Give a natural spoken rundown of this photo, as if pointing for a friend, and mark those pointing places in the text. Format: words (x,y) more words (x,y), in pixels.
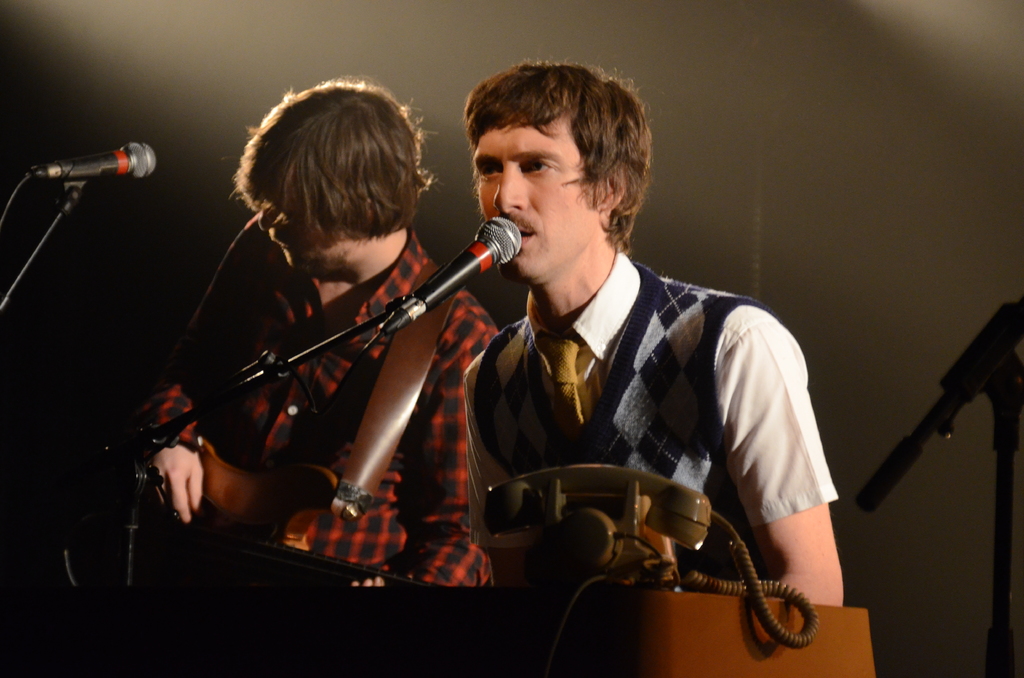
In this picture we can see two people (669,345) standing the one who is in red, black checks shirt (405,474) is holding a guitar (298,487) and playing it in front of a mike (47,169) and the other person (640,293) is in front of a desk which has a telephone (579,490) and mike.
